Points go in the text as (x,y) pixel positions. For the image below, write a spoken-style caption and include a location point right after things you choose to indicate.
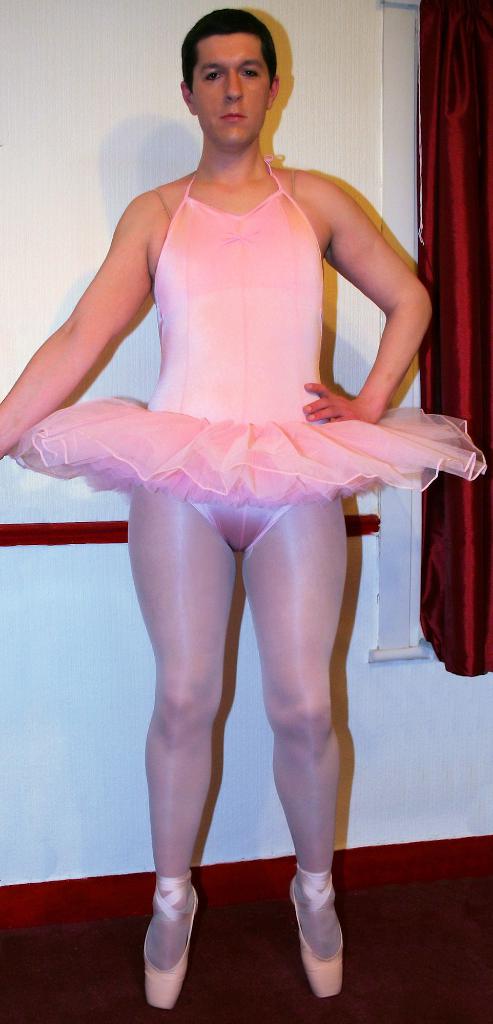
In this image there is a person (194,446) standing, behind the person (170,358) there is a curtain (466,172) on the window (413,225), beside the window (408,164) there is a wall (91,671).
